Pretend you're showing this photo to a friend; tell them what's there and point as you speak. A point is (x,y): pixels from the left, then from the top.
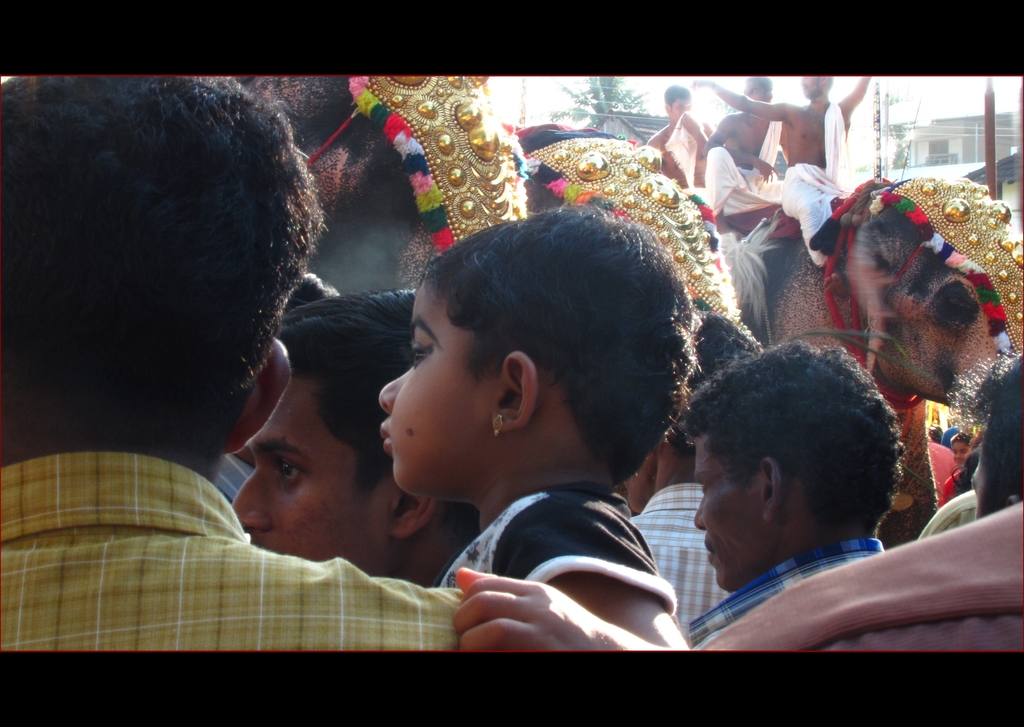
Here we can see elephants (920,388) and few persons (394,528). There are three persons (806,233) sitting on an elephant (873,314). In the background (593,113) we can see houses (949,108), poles (887,152), tree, and sky (919,81).
